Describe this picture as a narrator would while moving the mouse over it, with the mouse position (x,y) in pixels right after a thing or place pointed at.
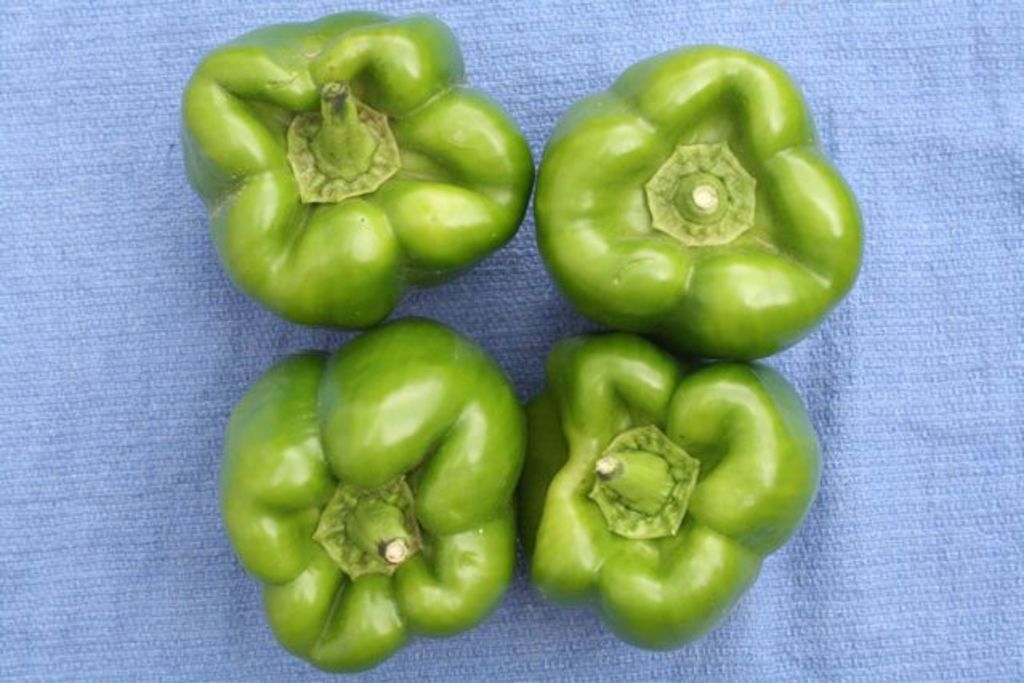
In this picture we can see few vegetables (439,434) are placed on the blue color cloth (865,361).
